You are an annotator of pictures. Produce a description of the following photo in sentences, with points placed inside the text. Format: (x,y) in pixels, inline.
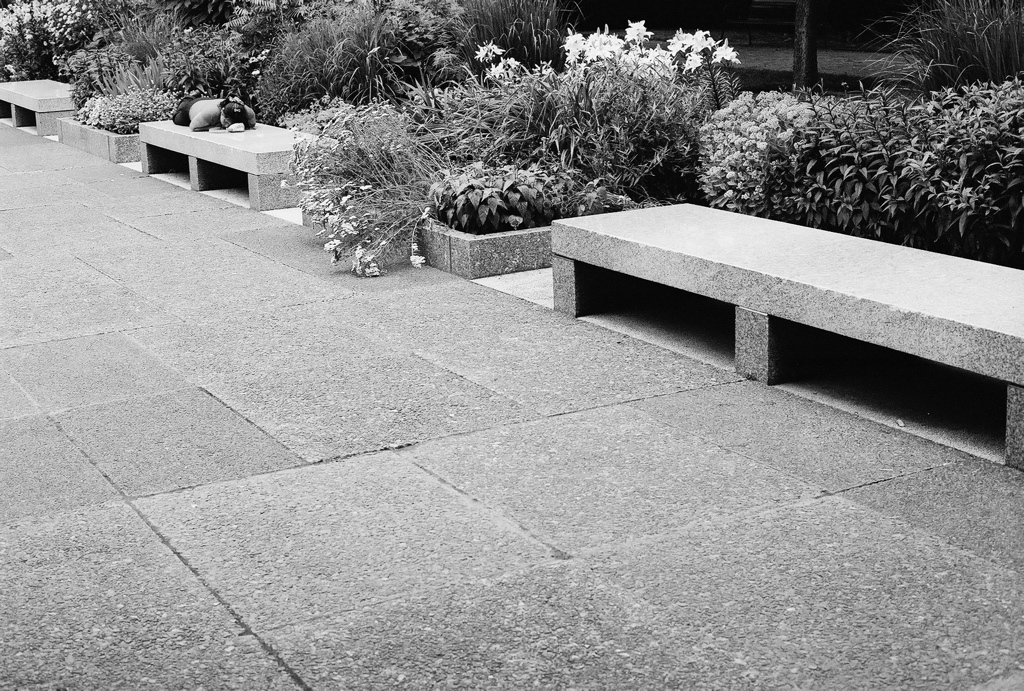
This image is clicked in a garden (318,133). At the bottom (421,465) there is floor (279,439). To the right (689,293), there are benches (1012,315) made up of rocks (183,147), and plants (663,110) along with flowers (492,41).
